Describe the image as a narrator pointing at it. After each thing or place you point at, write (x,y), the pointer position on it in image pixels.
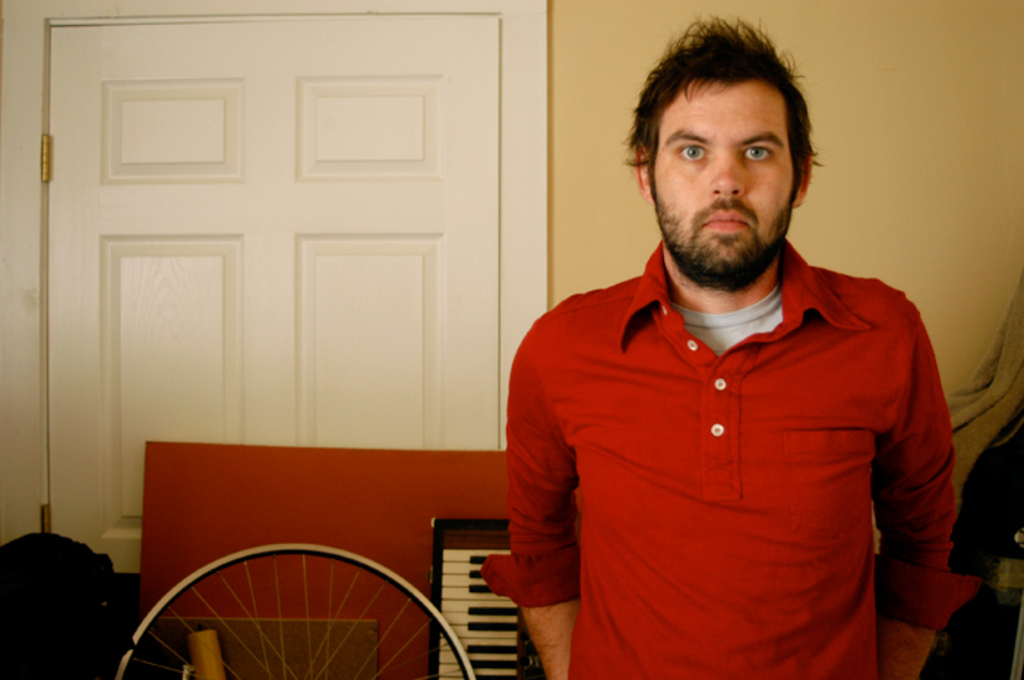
In this picture we can see man (826,535) standing wore red color T-Shirt (723,432) and in the background (286,148) we can see door (356,268), bag (45,590), wheel (253,582), piano (442,550), wall (559,54).
